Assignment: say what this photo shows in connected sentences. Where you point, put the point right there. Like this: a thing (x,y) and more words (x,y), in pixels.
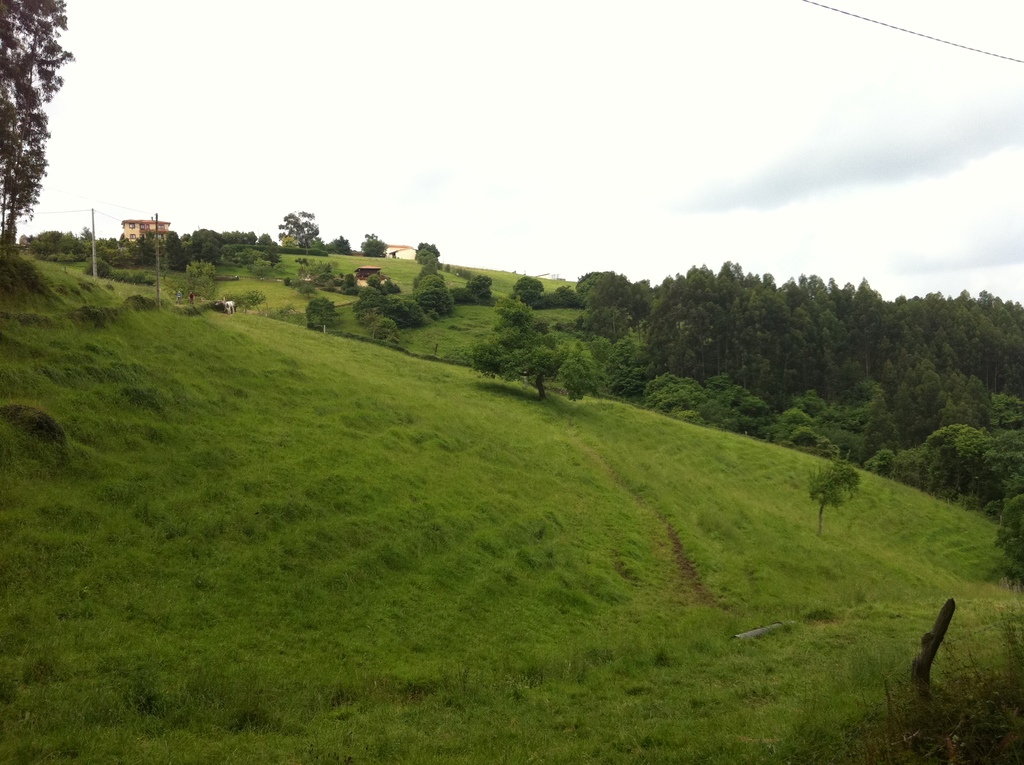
In this image there is a field (480,497) and there are trees (875,372) in the background (329,230) there are houses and a cloudy sky (609,173).
